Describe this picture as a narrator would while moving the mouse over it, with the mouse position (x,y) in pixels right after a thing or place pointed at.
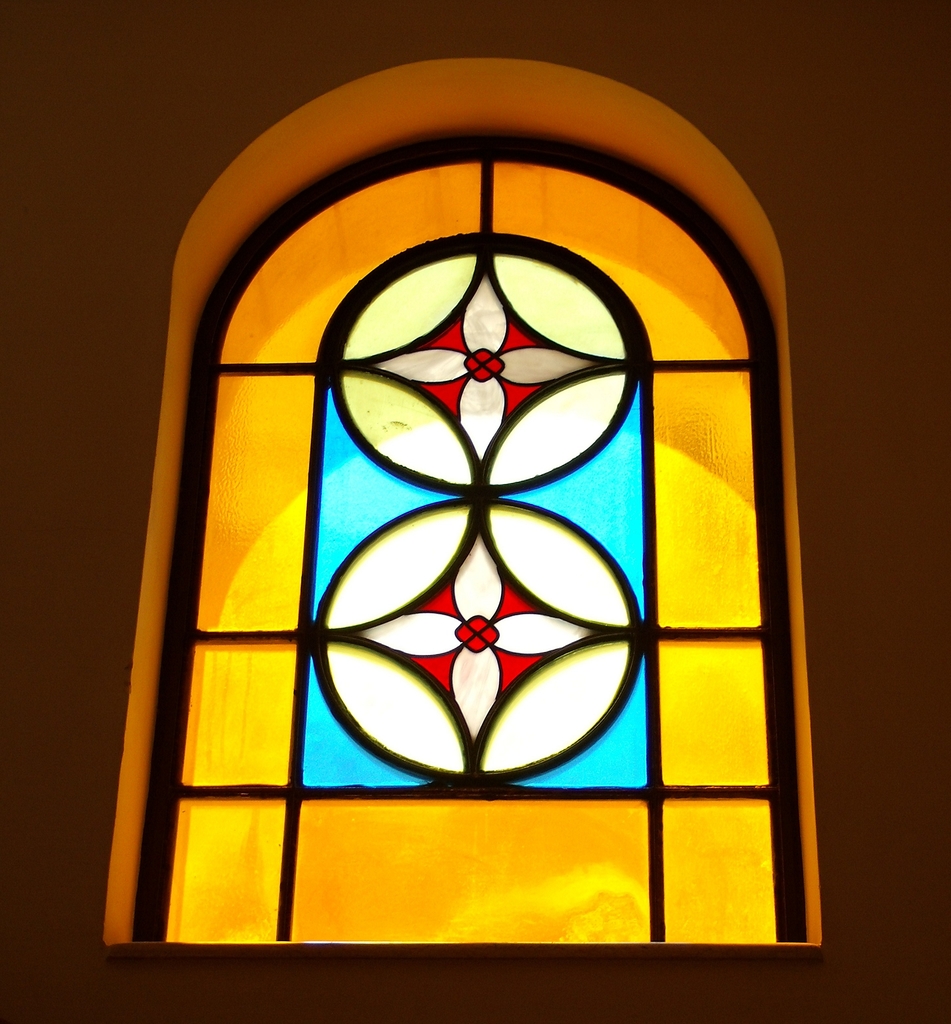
In this picture, we see the grilled window (461,539). It is in yellow, blue and red color. Beside that, we see a wall (152,169) in brown color. This picture might be clicked in the dark.
